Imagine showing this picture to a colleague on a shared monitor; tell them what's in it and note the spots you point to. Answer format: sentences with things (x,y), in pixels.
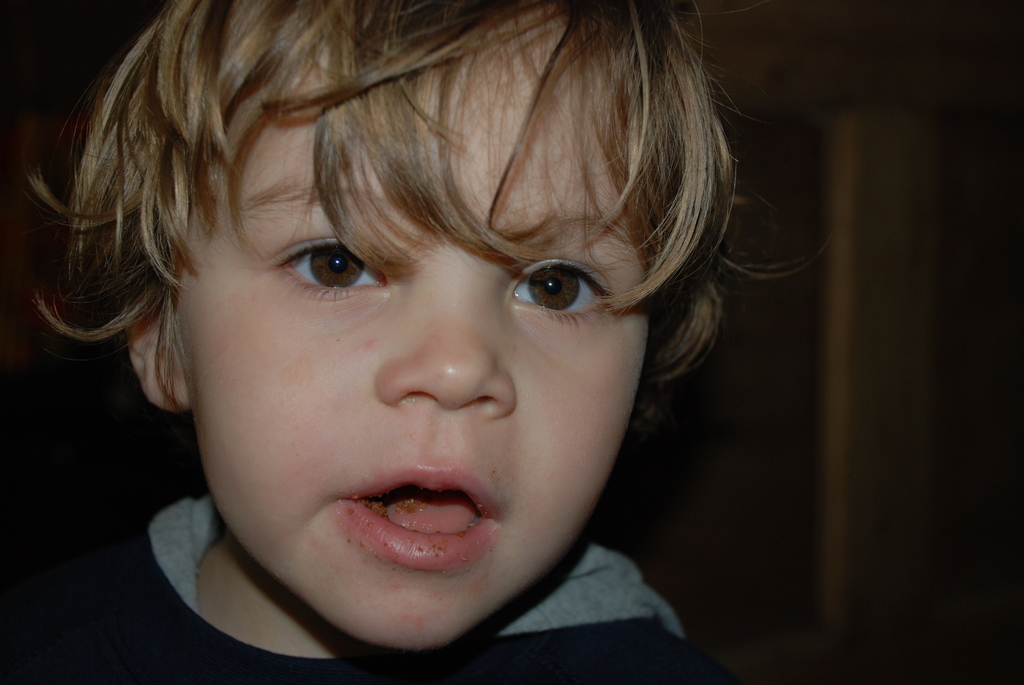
In this image we can see a boy (480,351) eating food item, and the background (780,219) is dark.
